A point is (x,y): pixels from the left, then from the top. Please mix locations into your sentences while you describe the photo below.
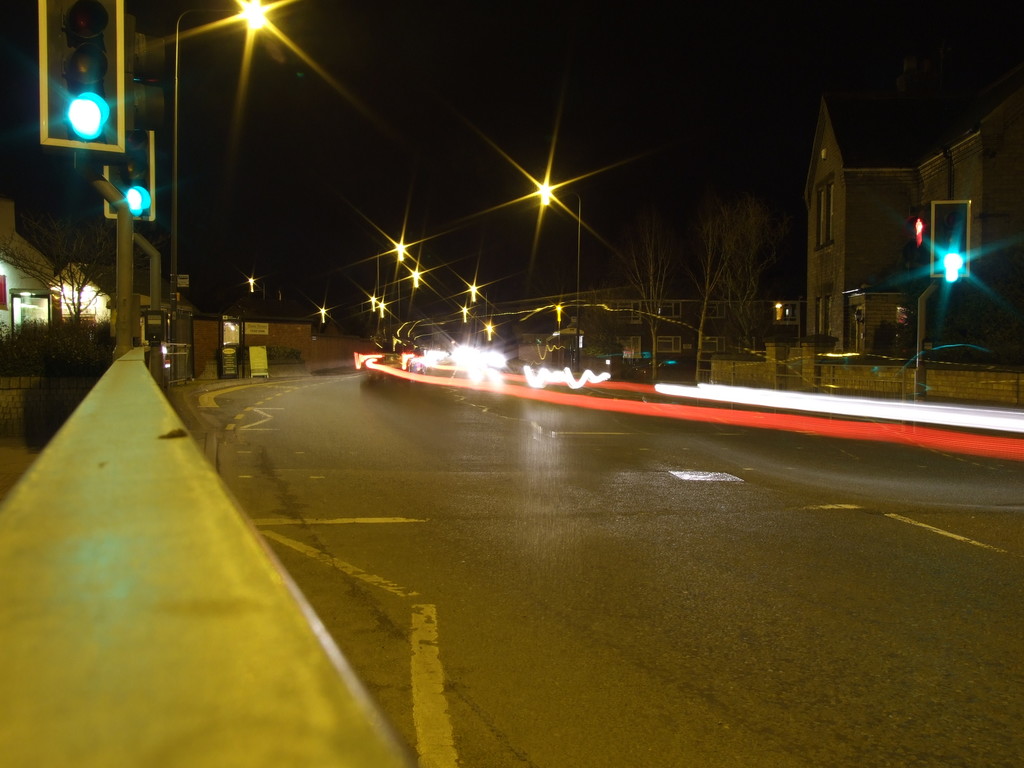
This image consists of a road (573,639). To the left (74,123), there are traffic poles (128,282). To the right (867,333), there is a building (859,349). At the top (491,101), there is a sky (487,87).
